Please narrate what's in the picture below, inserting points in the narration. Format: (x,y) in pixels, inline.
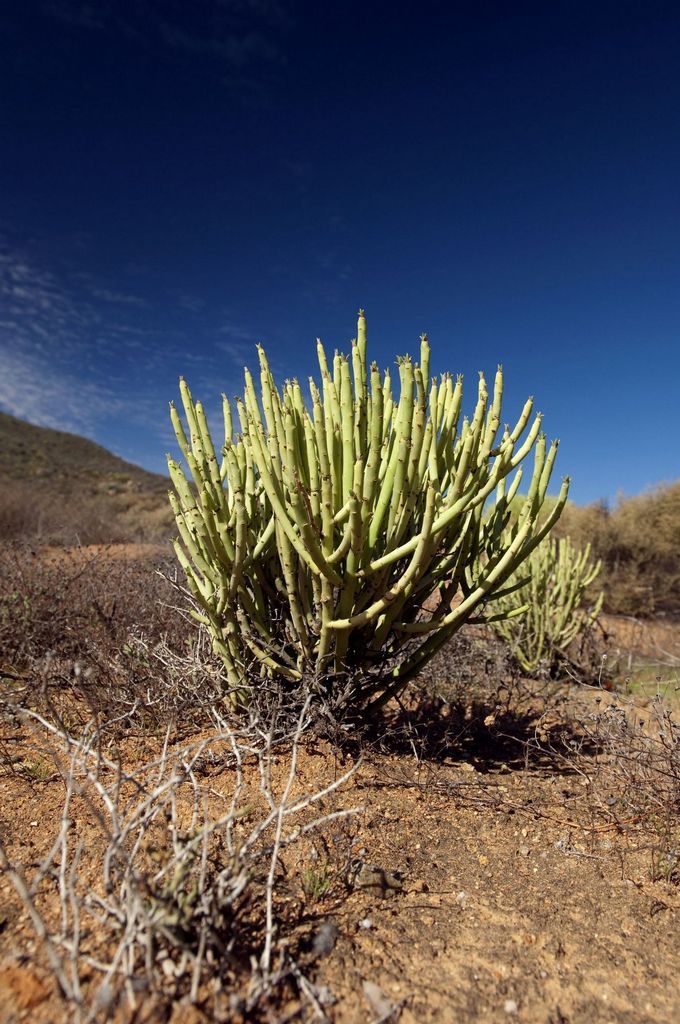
In this image I can see the plants (647,546) on the brown color ground (578,882). In the back (253,270) I can see the blue color sky (333,251).
